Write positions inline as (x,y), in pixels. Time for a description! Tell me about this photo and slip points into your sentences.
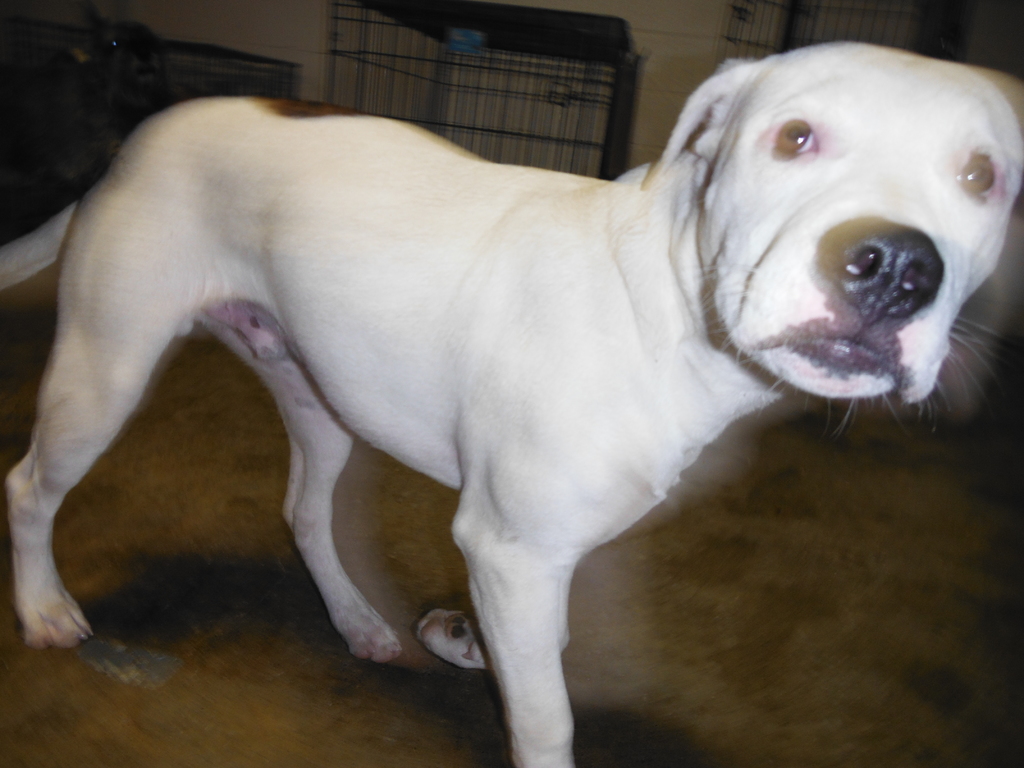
In this image, we can see a dog (591,377) which is colored white. There is a cage (492,21) at the top of the image (493,116).
